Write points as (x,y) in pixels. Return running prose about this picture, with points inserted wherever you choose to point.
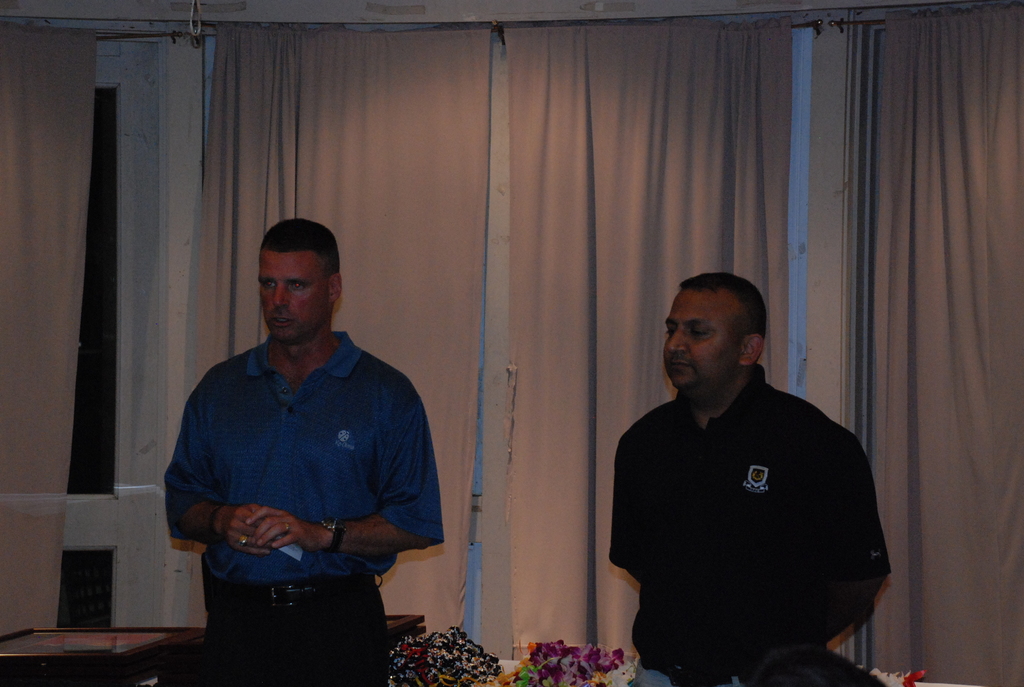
In this image we can see two persons (730,660) standing. In the background of the image (533,222) there is a wall (504,224), curtains (531,534) and some other objects (133,428).
